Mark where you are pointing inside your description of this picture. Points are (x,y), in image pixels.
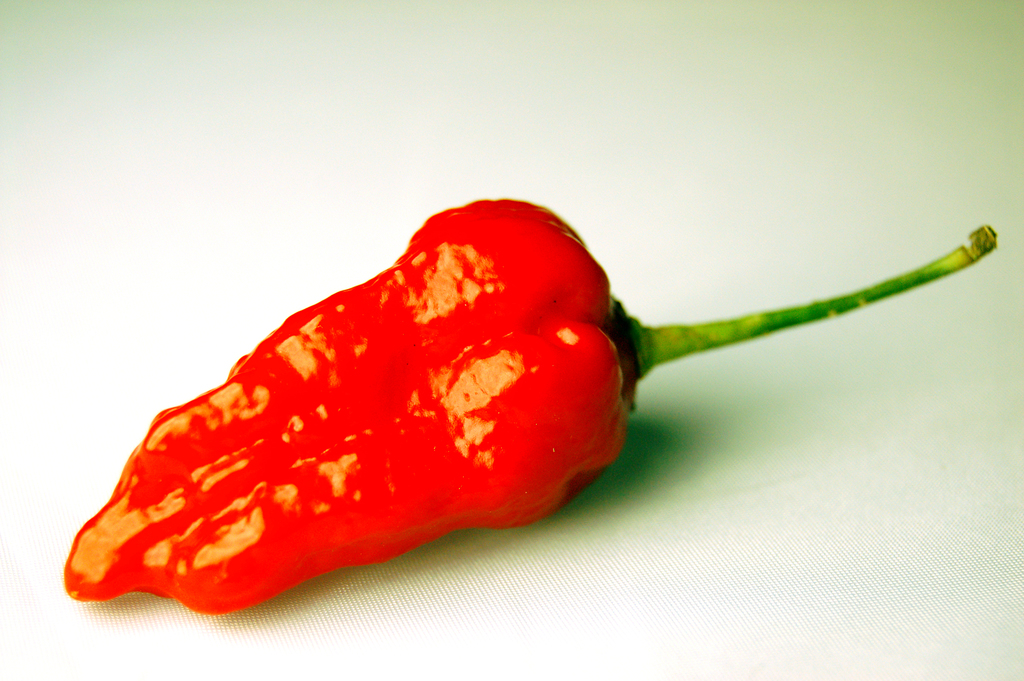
In this picture there is a red chilies (407,372) on a white surface (62,644).
